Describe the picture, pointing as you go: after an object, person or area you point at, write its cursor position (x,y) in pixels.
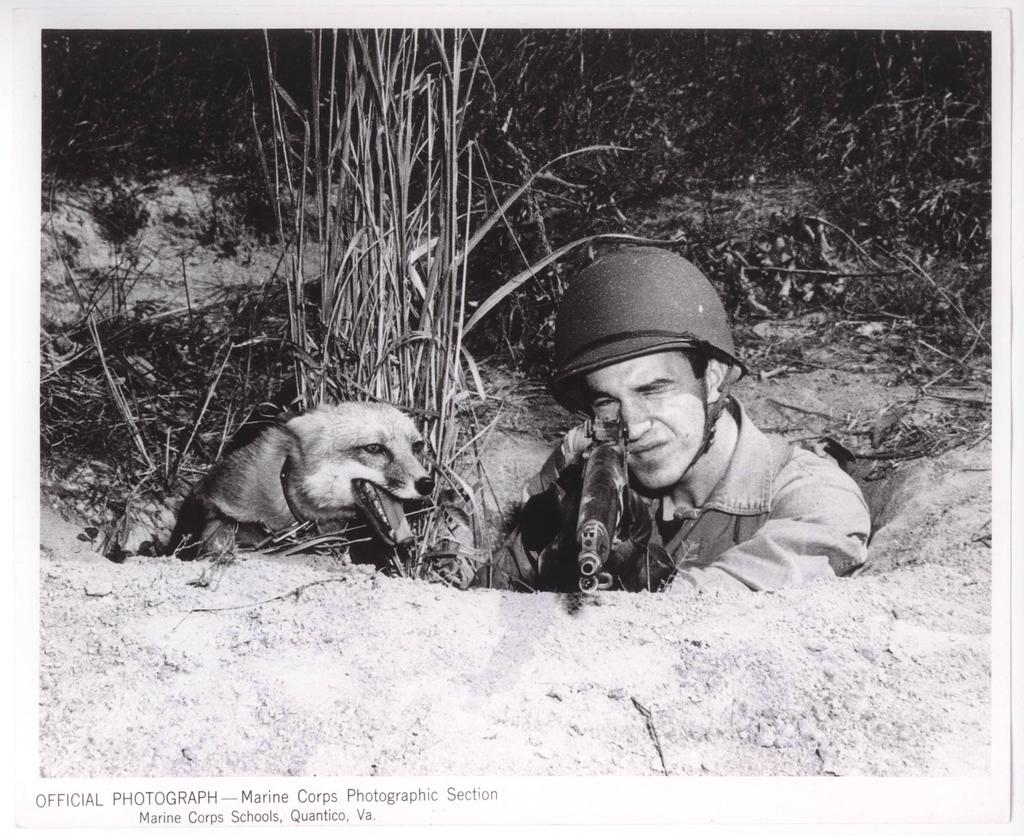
In this picture I can see a man (655,412) and a fox (369,482) in front (312,489) and I see that the man (564,475) is holding a gun (598,499) and is wearing a helmet (629,276) on his head (647,457) and they're in a pit (391,566). In the background (65,396) I can see the plants (748,246). On the bottom left of this image (202,811) I see few words (295,812) written and I see that this is a white and black image.
